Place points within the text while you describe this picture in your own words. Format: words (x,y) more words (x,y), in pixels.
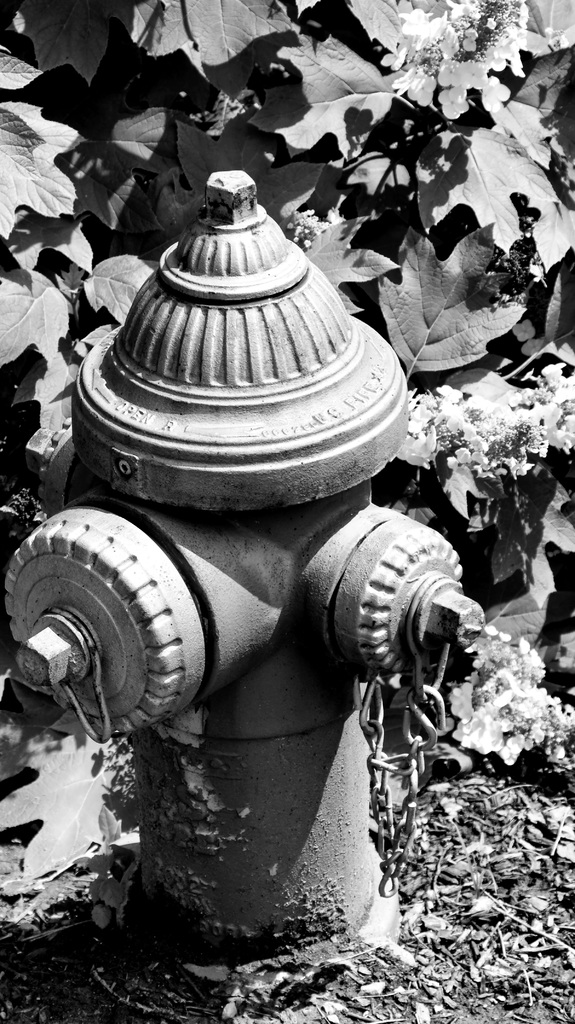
It is a black and white picture. In the center of the image (318,585) we can see a standpipe (318,715) with a chain (411,790). In the background (569,668), we can see leaves (428,263) and flowers (542,721).
